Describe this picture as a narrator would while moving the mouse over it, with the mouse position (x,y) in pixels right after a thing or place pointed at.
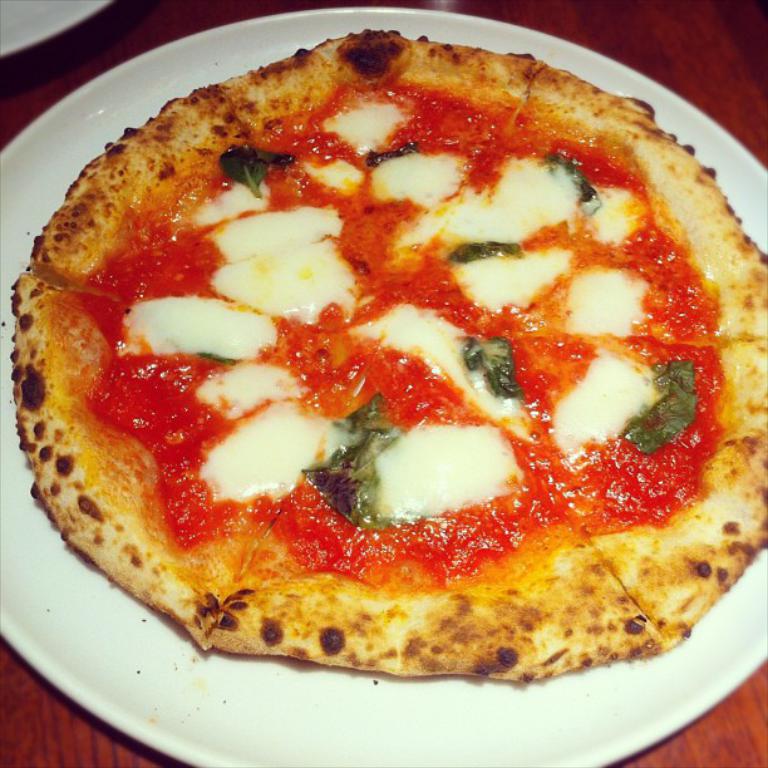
In this image I can see a white colored plate (622,78) on the brown colored table (659,38). In the plate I can see a pizza (418,387) which is cream, red, brown and green in color.
